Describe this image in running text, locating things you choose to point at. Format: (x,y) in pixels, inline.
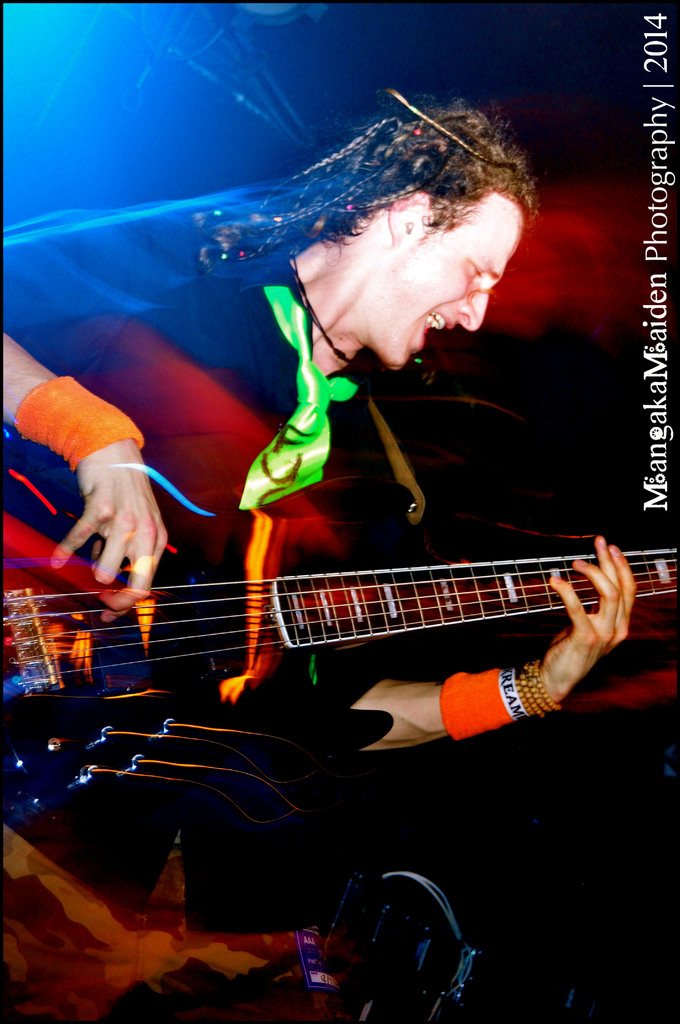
A man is playing the guitar (306,650) with his hands (114,527).
